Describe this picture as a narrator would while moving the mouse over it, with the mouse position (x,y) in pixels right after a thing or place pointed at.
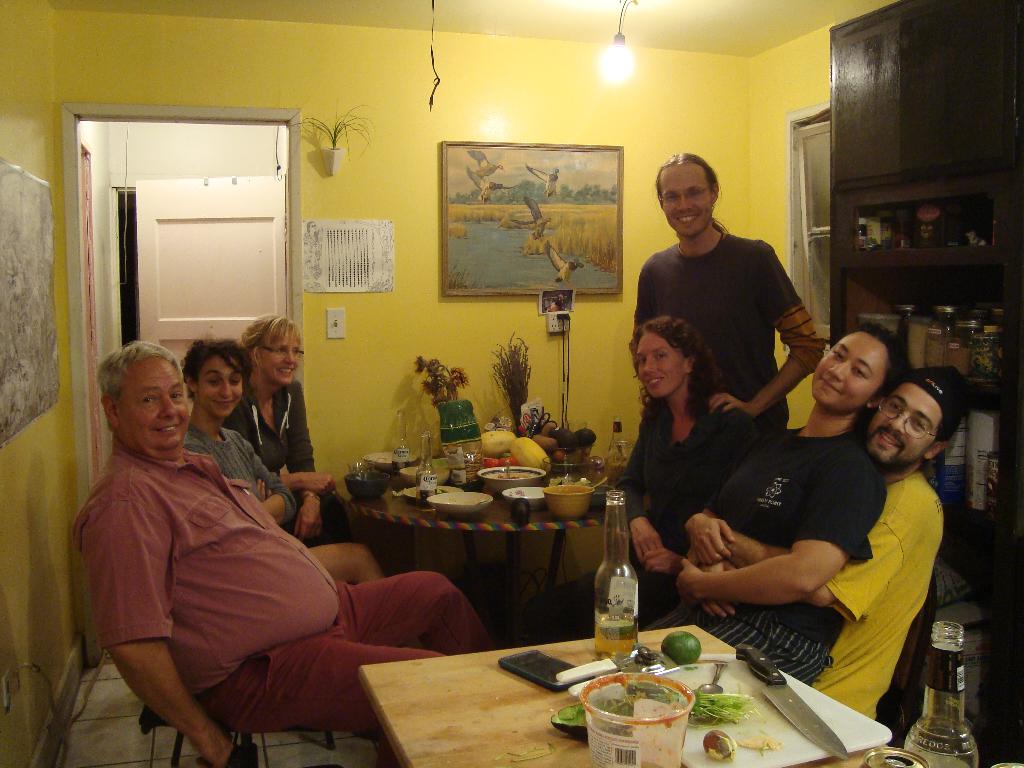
In this picture we can see some persons (864,500) are sitting on the chairs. This is table (389,737). On the table (459,743) there is a bottle (611,546), knife (798,724), bowls (559,498), and glasses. On the background (417,108) there is a wall (401,155) and this is frame (533,215). Here we can see a door (258,237) and this is light (616,57).
